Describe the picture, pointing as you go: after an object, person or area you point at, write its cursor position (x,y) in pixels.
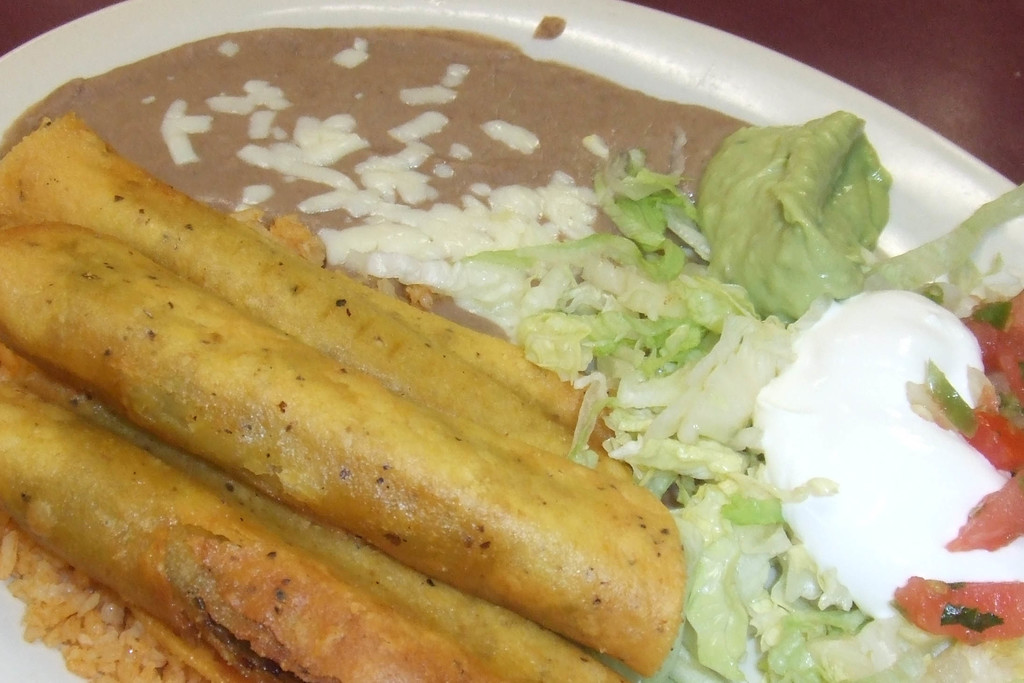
In the picture we can see a white color plate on it, we can see some breakfast food (73,321) and some salads (745,485) and beans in it.
